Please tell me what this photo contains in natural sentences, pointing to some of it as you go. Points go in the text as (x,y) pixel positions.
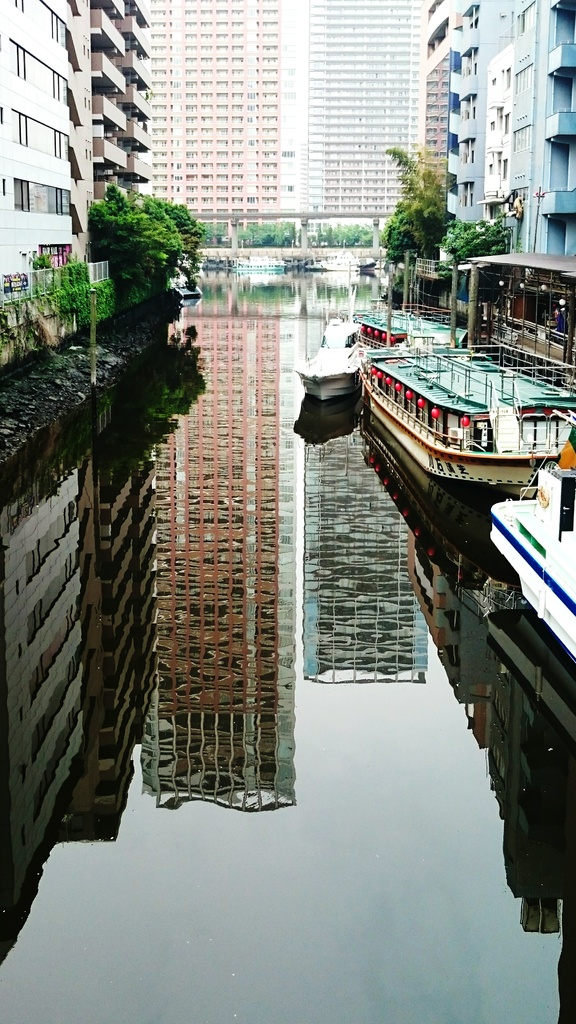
In the foreground (372,361) I can see creepers (40,325) and boats (562,407) in the water (372,544). In the background (8,123) I can see buildings (397,173), windows (179,119), bridge (363,213) and trees (420,257). This image is taken during a day.
